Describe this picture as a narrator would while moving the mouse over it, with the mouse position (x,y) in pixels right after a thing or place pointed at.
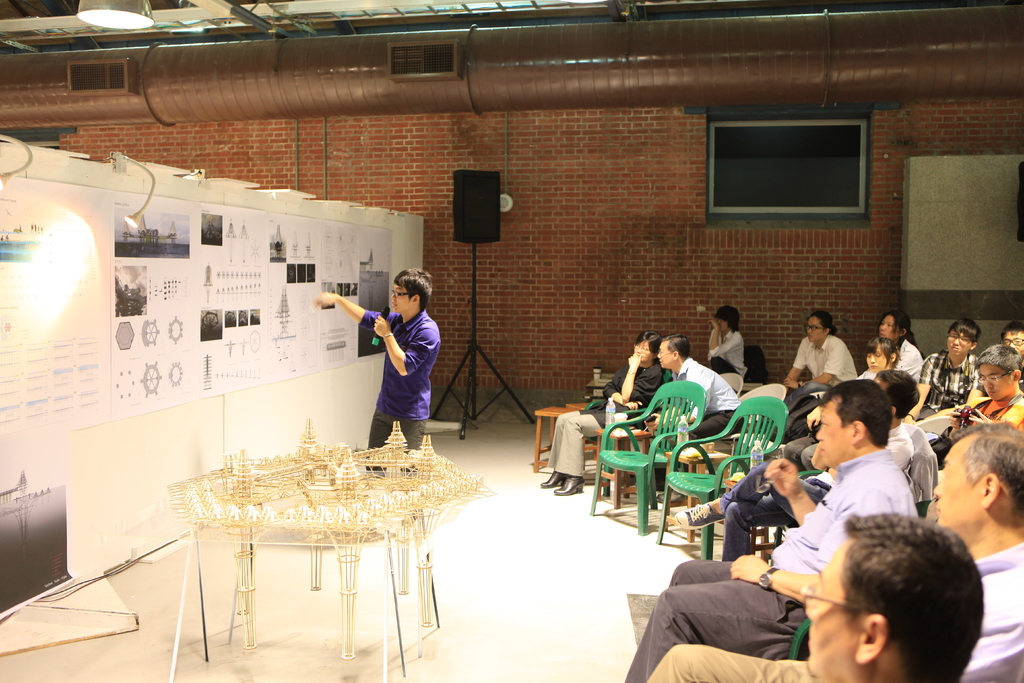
There is a boy (391,357) standing here holding a mic (377,330) in his hand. He is explaining something on the charts (268,319) which was stuck to the board (166,383). There is a speaker (477,206) here. And there are some of the people (729,515) who are sitting and listening to this boy (426,383) who was speaking here. And there are some empty chairs (683,457). There is a model presentation (328,525) here. In the background (578,245) we can observe a wall (590,185) and a AC pipeline (573,65). There is a window (799,170) in the room (81,682).
